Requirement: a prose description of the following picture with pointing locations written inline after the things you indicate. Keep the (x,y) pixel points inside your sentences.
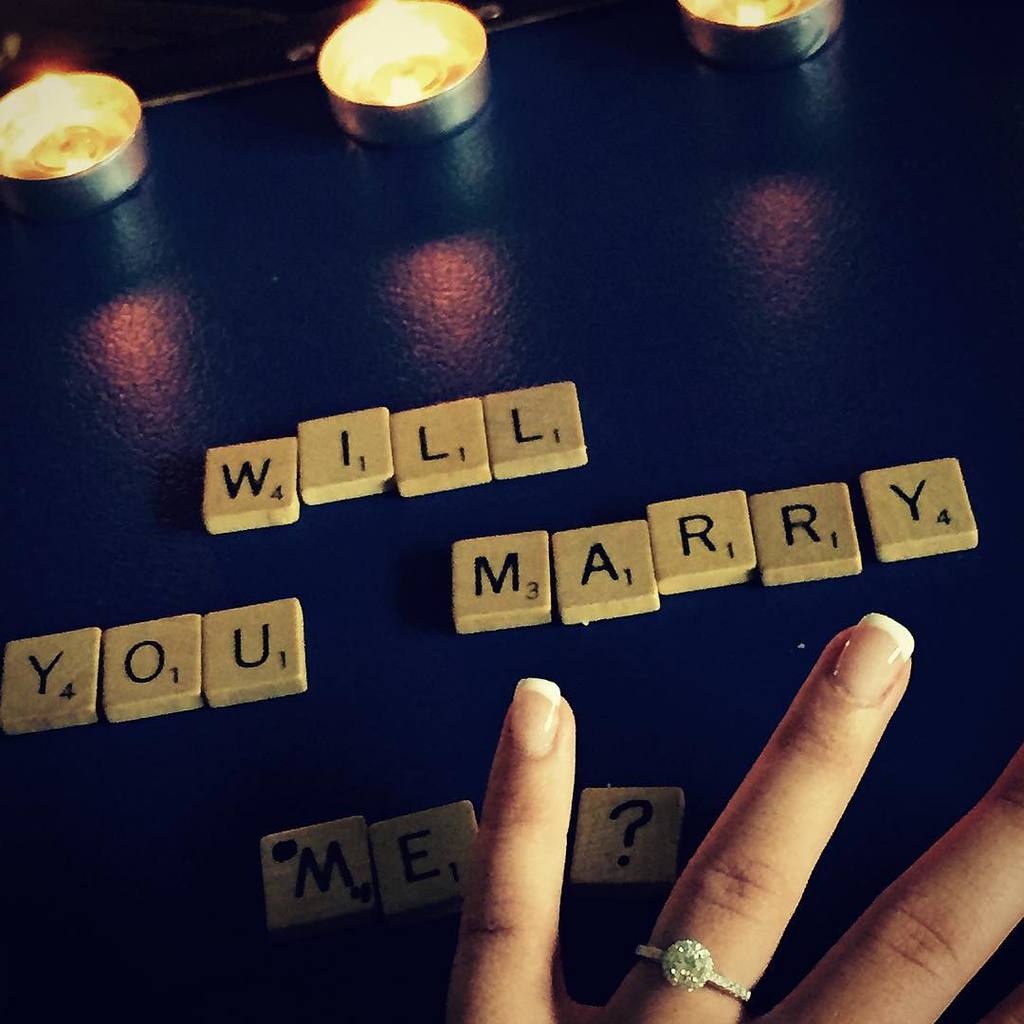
In this image we can see some candles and alphabet blocks (440,421) on the surface (466,247) and also we can see a human hand (561,733).
